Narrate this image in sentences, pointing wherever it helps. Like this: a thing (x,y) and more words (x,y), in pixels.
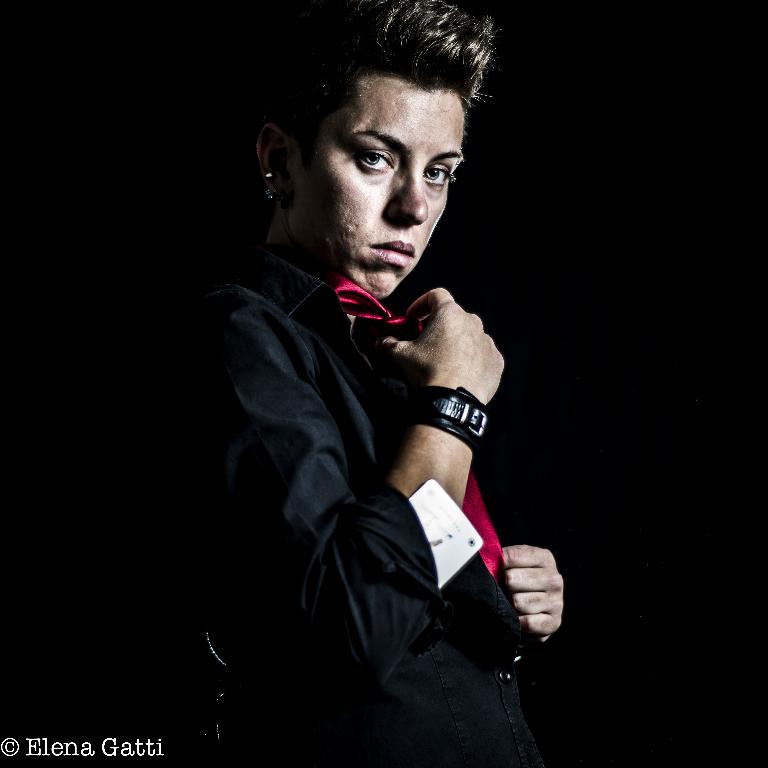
In this picture I can see a woman (295,359) is wearing a black color dress (357,407) and a watch (461,434) in the hand (458,492). The background of the image (27,674) is dark.
